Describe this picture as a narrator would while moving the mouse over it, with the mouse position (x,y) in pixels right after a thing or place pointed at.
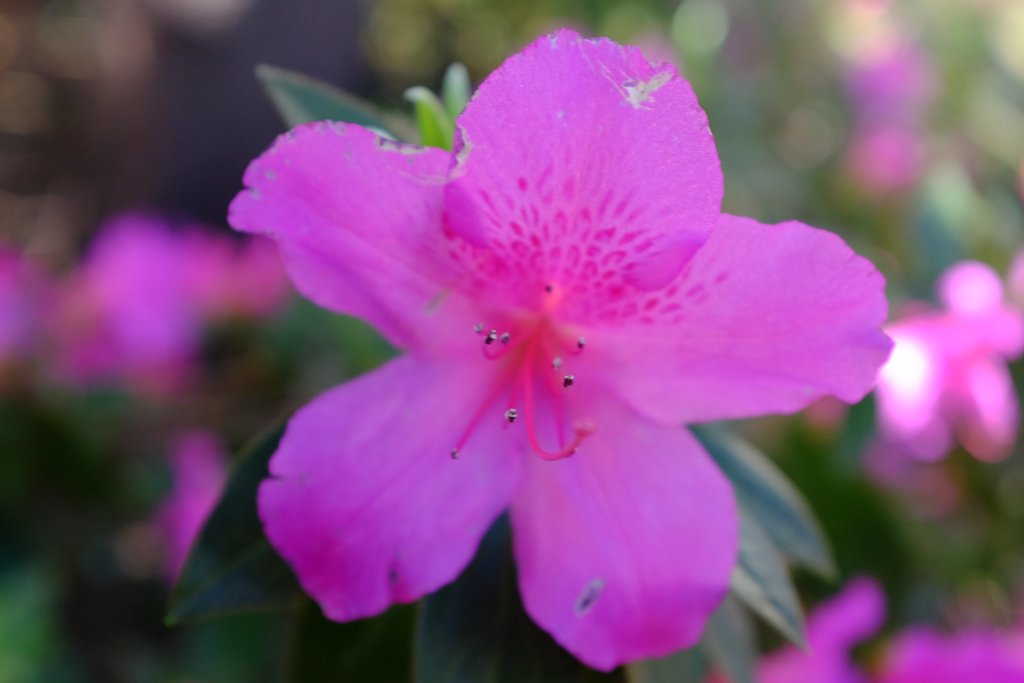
In this image we can see a flower (484,384) on a plant (416,358).
